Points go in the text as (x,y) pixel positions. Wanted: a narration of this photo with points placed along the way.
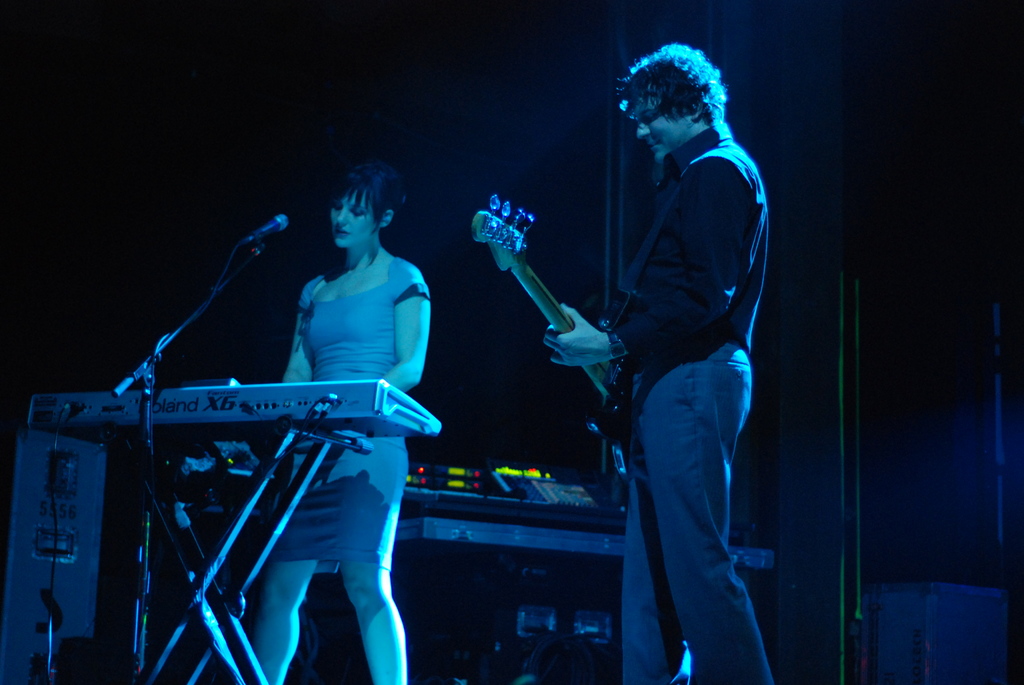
It is a music concert, there are two people (576,312) a man (629,322) and woman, man (700,256) is holding guitar (511,232) around his shoulders (694,204), he is turning towards his left side, the woman (370,321) is playing piano (271,421) there is a mike (172,339) in front of her, behind them there is a music system (485,494), there is a blue color light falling on them, in the background (350,96) it is completely black color.
